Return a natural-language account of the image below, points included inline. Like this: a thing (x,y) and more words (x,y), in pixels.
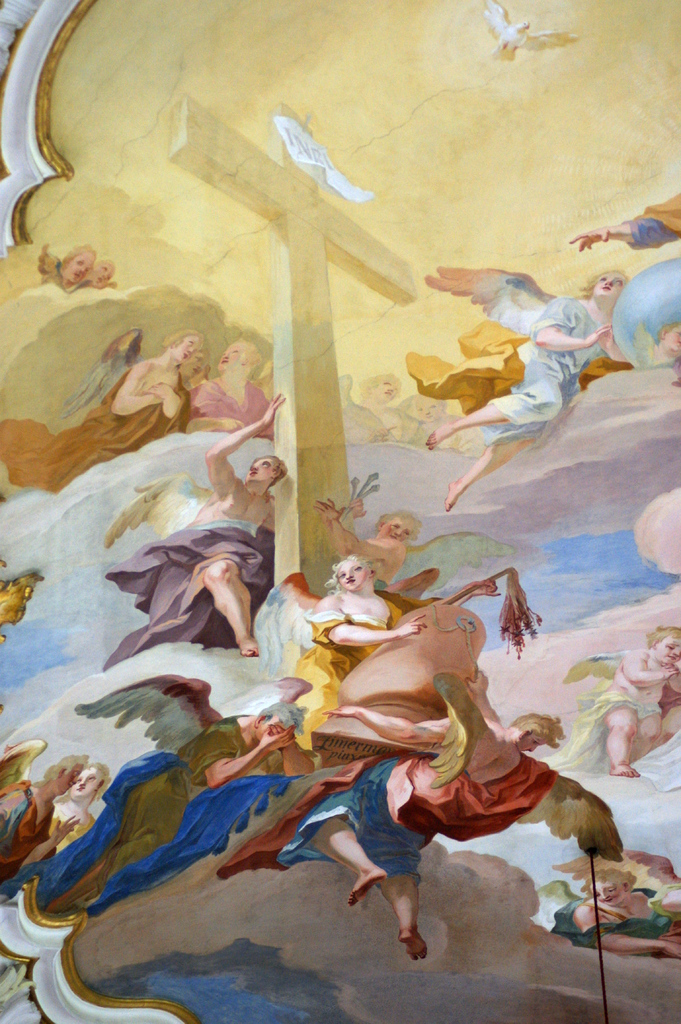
In the picture we can see a painting (293,670) of a cross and some people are holding it and some are flying in the air (534,841) and we can also see some bird (506,29) flying in the air (227,88).
